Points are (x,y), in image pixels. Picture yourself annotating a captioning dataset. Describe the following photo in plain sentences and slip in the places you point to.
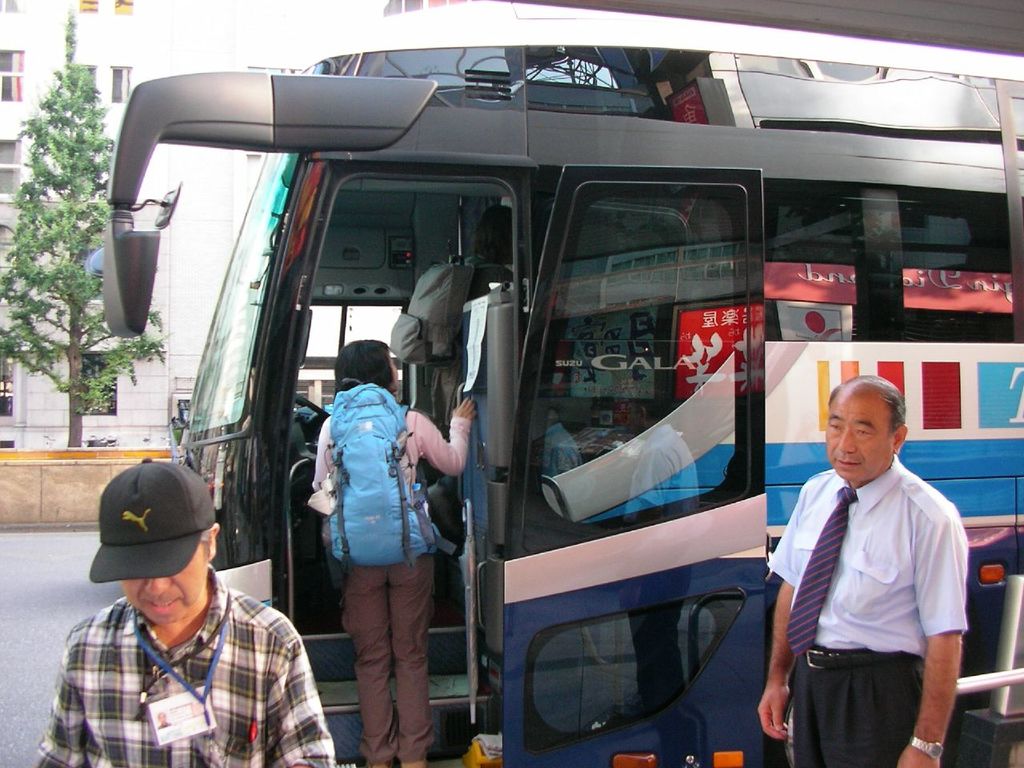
In the image there is a bus (995,234) a person (412,450) is standing beside the door (608,444) of the bus (1005,532) and there are two people (951,538) standing outside the bus (505,593), in the background (169,267) there is a building (162,255) and in front of the building (188,279) there is a tree (73,390).
